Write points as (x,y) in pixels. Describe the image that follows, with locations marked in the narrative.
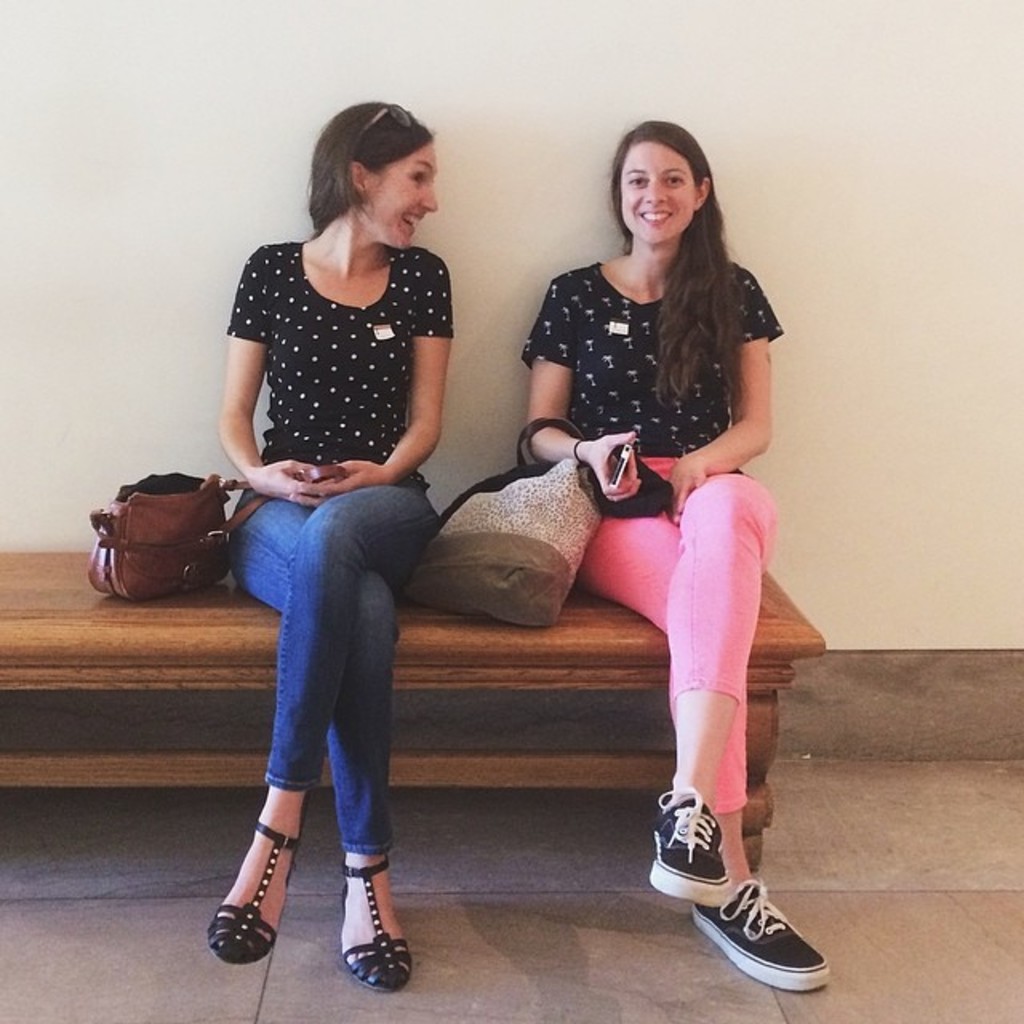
In this image we can see two ladies (681,562) are sitting on the bench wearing same black color t shirts (296,389). There are also bags (193,539) on the bench (196,607).
